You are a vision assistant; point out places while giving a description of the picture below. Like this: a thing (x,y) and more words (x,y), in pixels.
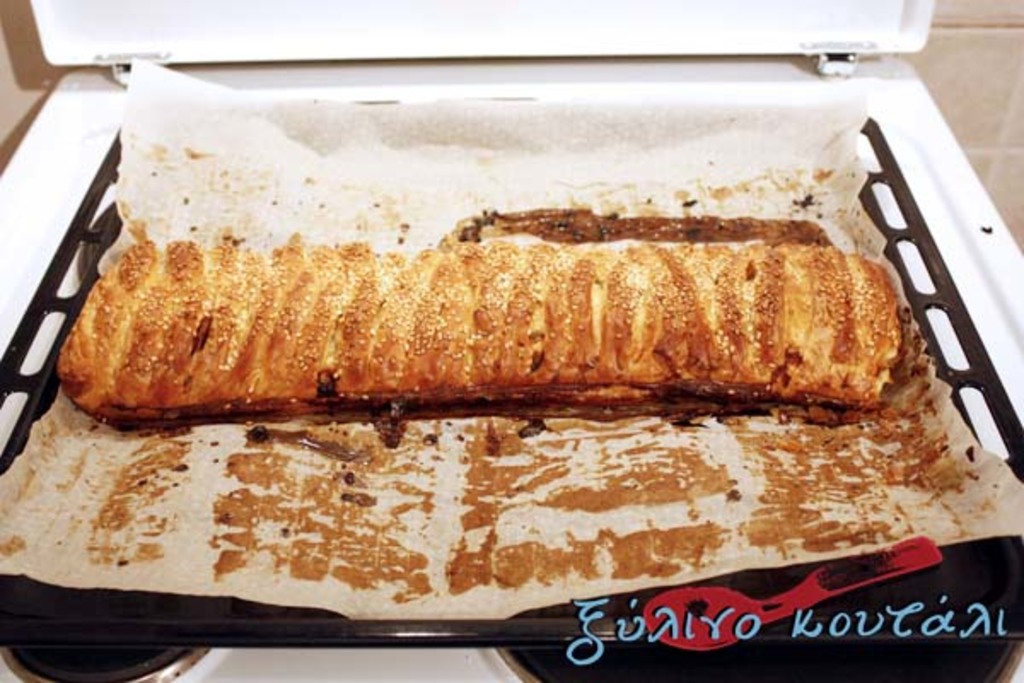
As we can see in the image there is a dish (391,320) and white color tiles (996,115).
